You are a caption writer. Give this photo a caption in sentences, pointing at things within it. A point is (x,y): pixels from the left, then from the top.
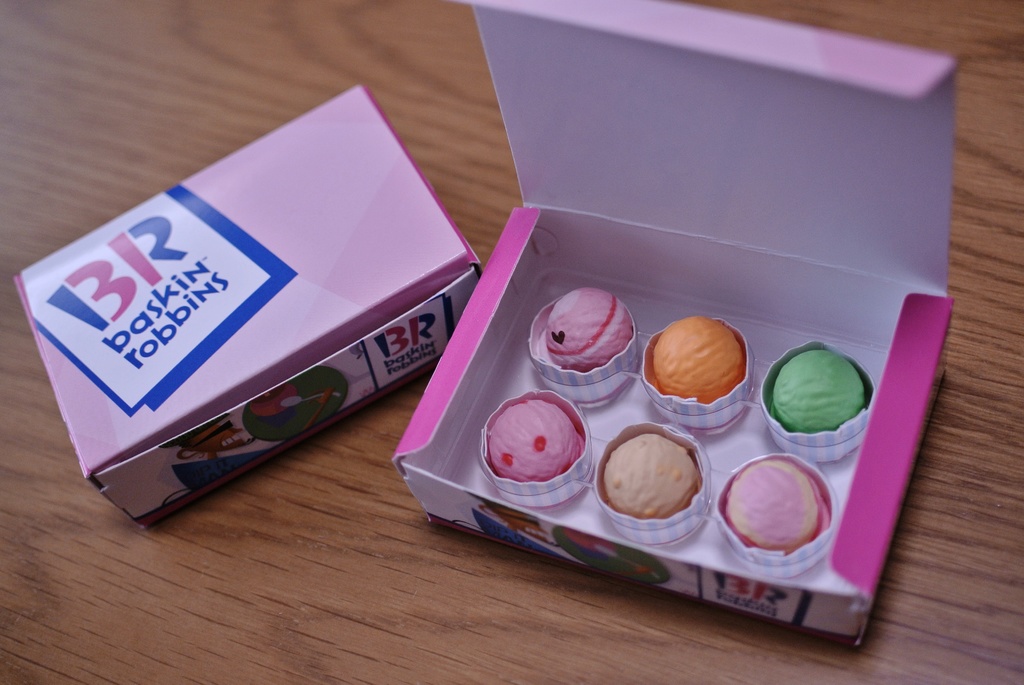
In this image I can see two boxes (463,280) on a wooden table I can see one box (904,274) is opened and another is closed. I can see some ice creams (663,348) in the open box (587,406) I can see some text (153,285) in the closed box (142,290).
